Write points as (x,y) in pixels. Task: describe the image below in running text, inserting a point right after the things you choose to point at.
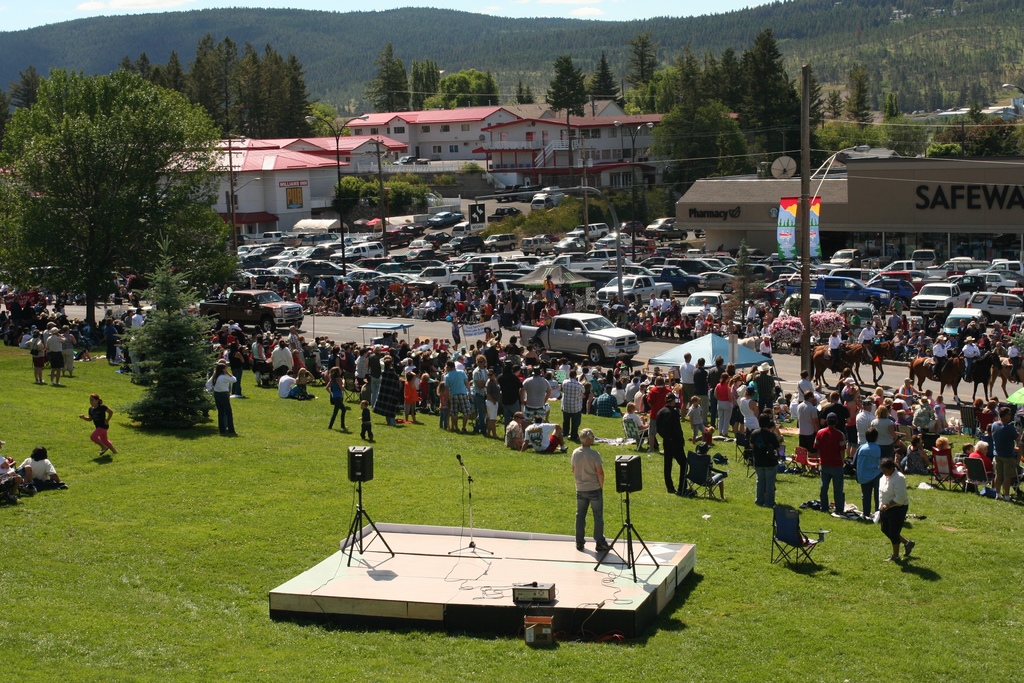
In this image, we can see some trees (764,64), cars (701,281), poles (805,229) and roof houses (613,139). There is a building (850,233) on the right side of the image (965,224). There are some persons (973,355) riding horse (960,366) on the road (788,369). There is a stage (420,603) at the bottom of the image (513,564) contains speakers (628,472) and mic (474,548). There is a hill (473,38) at the top of the image (382,38).
